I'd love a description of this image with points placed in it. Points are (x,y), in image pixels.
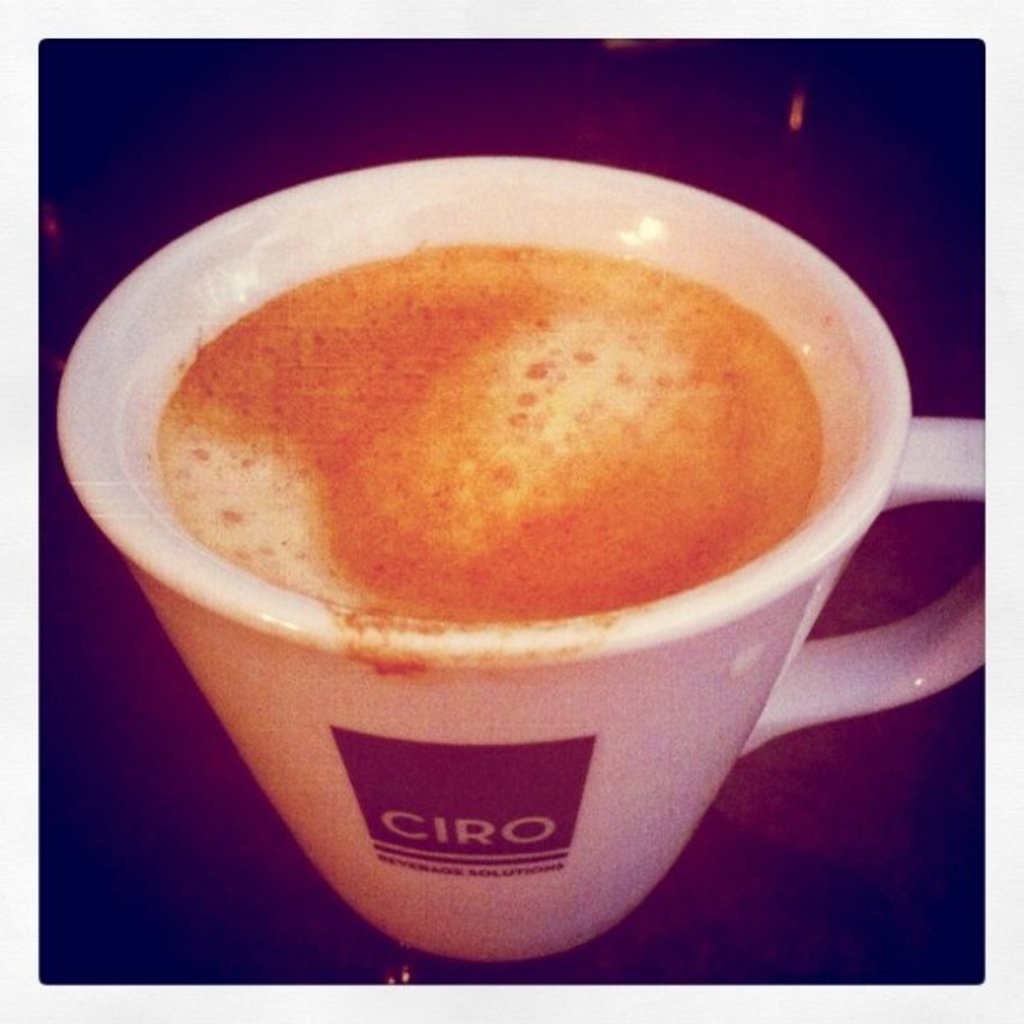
In this picture I can see the coffee (624,500) in a cup (460,707), which is kept on the table (707,881). In the bottom left corner (140,916) I can see the darkness (140,916).
